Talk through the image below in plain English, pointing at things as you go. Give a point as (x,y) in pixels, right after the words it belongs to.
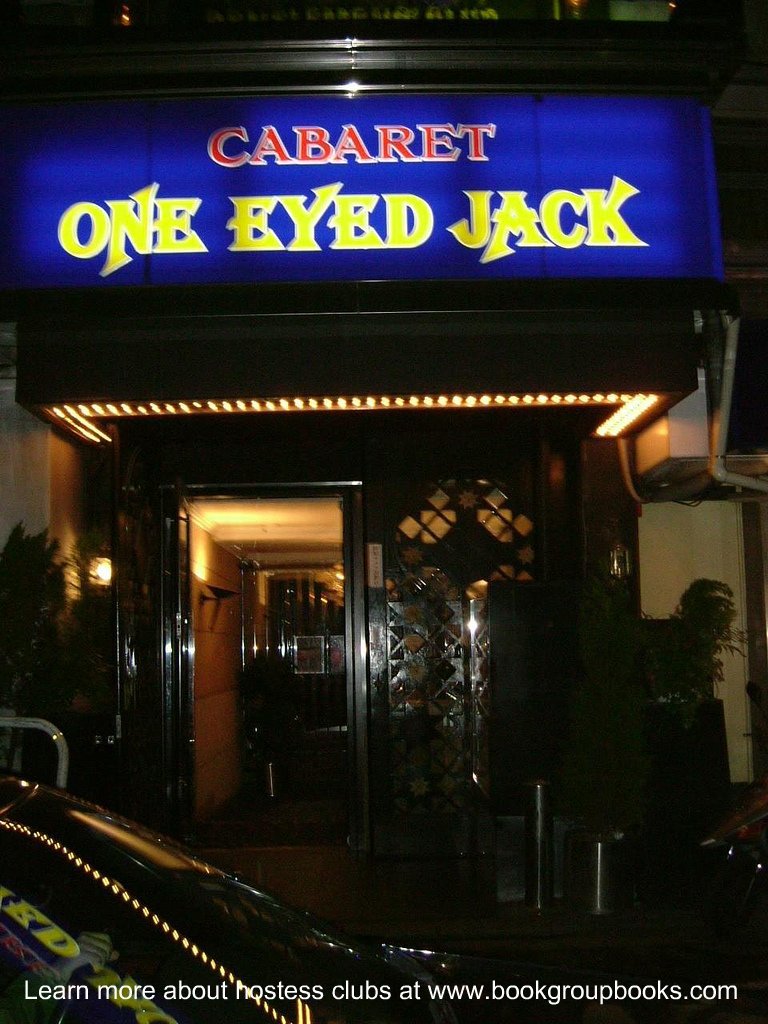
In this picture there is a door (363,760) on the left side of the image (227,625) and there is a car (246,884) at the bottom side of the image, there is a name board (162,111) at the top side of the image (387,166).
